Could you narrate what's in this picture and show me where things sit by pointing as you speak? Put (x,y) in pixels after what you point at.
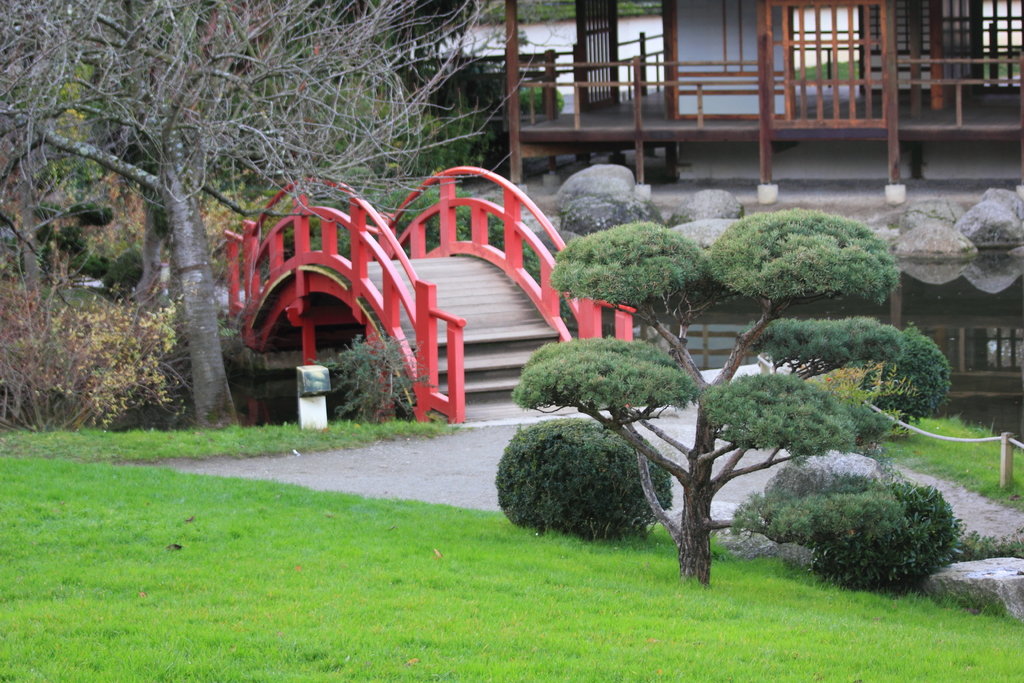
In the center of the image (543,320) there is a bridge (446,313). At the bottom of the image (374,620) there is grass (408,599) on the surface (450,577). There are plants (878,388), trees (651,377), rocks (903,210) and buildings (873,130).
